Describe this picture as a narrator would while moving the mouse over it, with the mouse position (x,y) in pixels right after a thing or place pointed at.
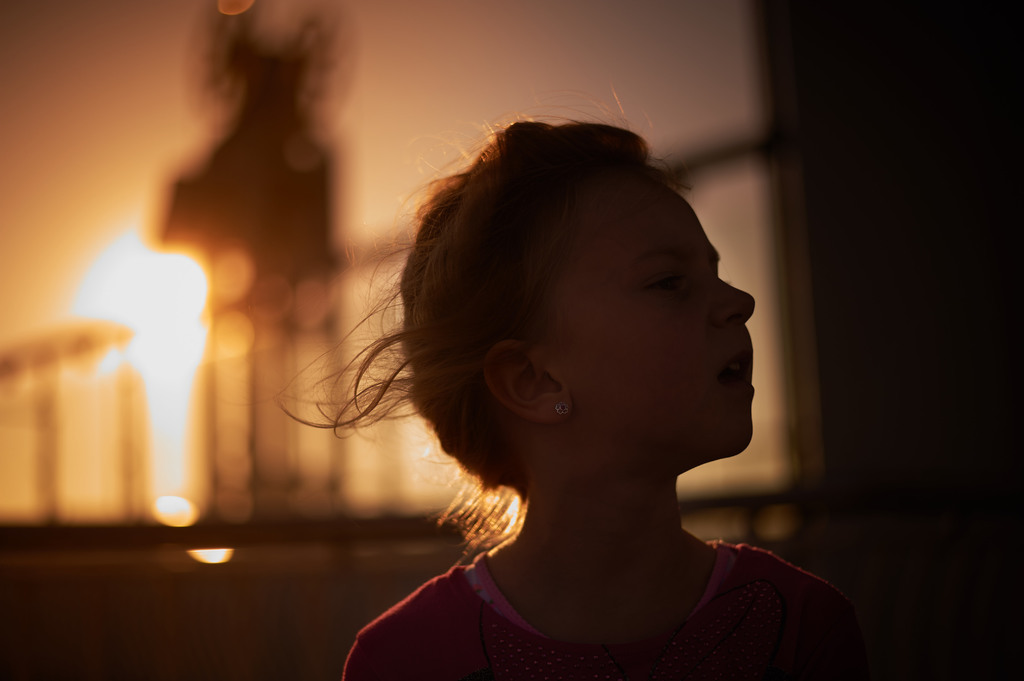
In the foreground of the image (550,512) there is a girl (577,463). In the background of the image (82,339) there is a railing (56,349). There is sun (110,267). At the top of the image (486,29) there is sky (517,47).
